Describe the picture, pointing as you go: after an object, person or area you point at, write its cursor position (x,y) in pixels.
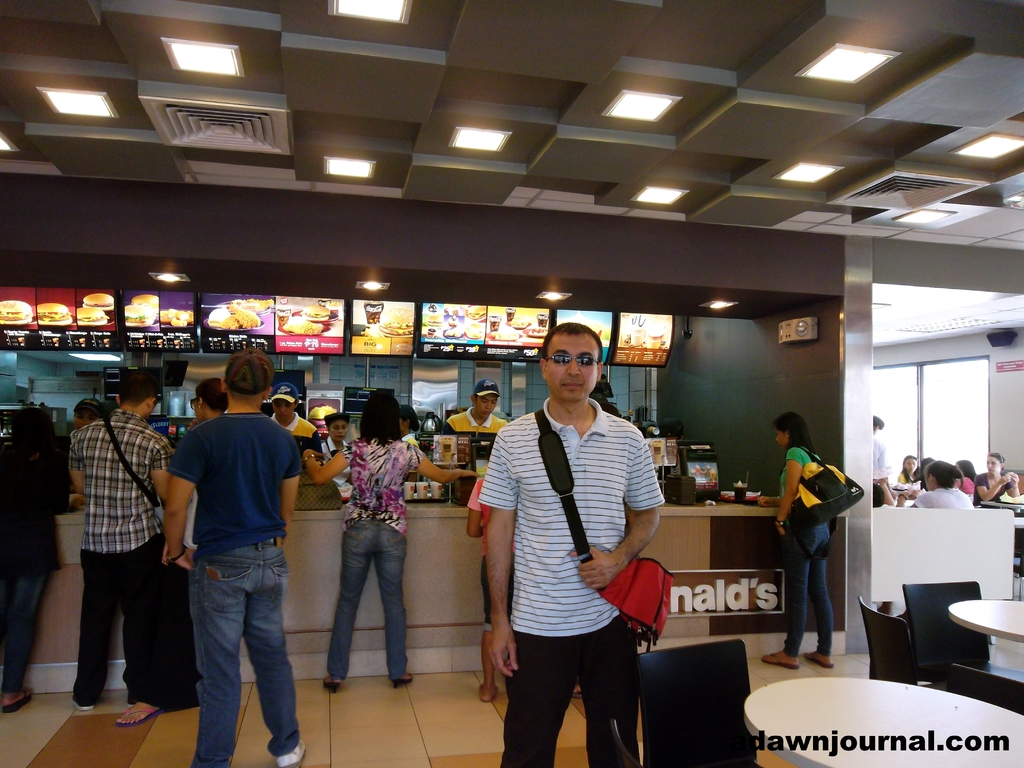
In the image we can see few persons (149,448) were standing and holding back pack (812,495). In the background (1017,489) there is a wall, monitor (636,335), chair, table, camera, window (893,370) and few more persons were sitting on the chair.
